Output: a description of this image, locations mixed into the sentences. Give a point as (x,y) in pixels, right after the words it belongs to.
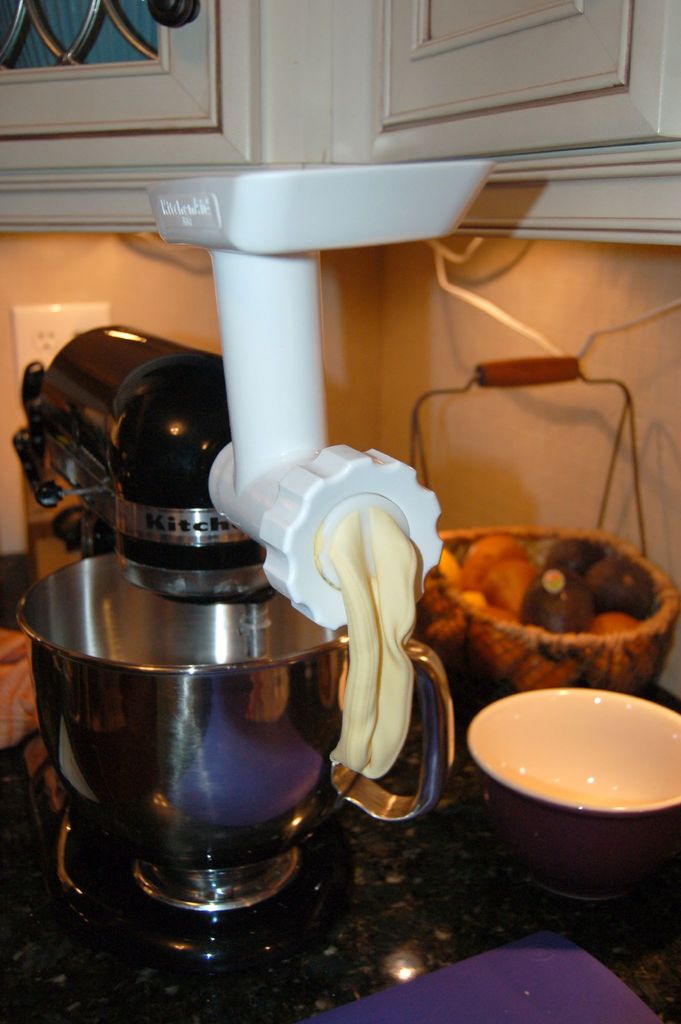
In this image, I can see a cake beating machine (317,688), a bowl (540,801), a basket (509,638) of fruits (591,619) and few other objects (450,980) are placed on the table (366,954). At the top of the image (128,93), I think these are the cupboards (220,65).
